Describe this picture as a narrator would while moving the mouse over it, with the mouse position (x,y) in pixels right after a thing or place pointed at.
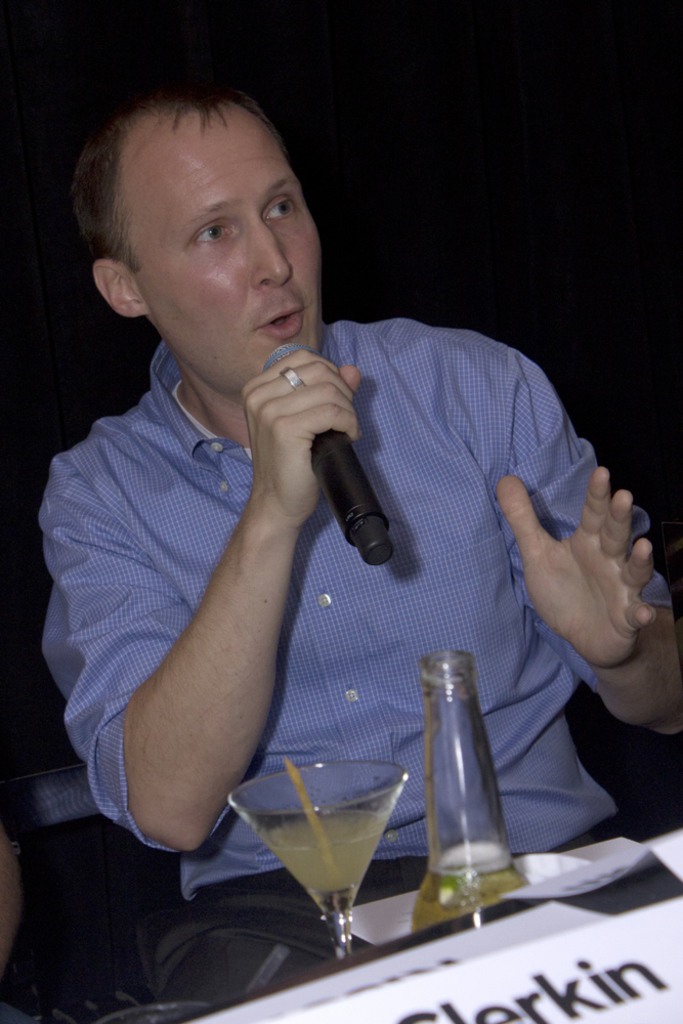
There is a man (274,319) who is talking on the mike (284,357). This is chair (45,782). And there is a glass (342,789) and bottle (458,761).
